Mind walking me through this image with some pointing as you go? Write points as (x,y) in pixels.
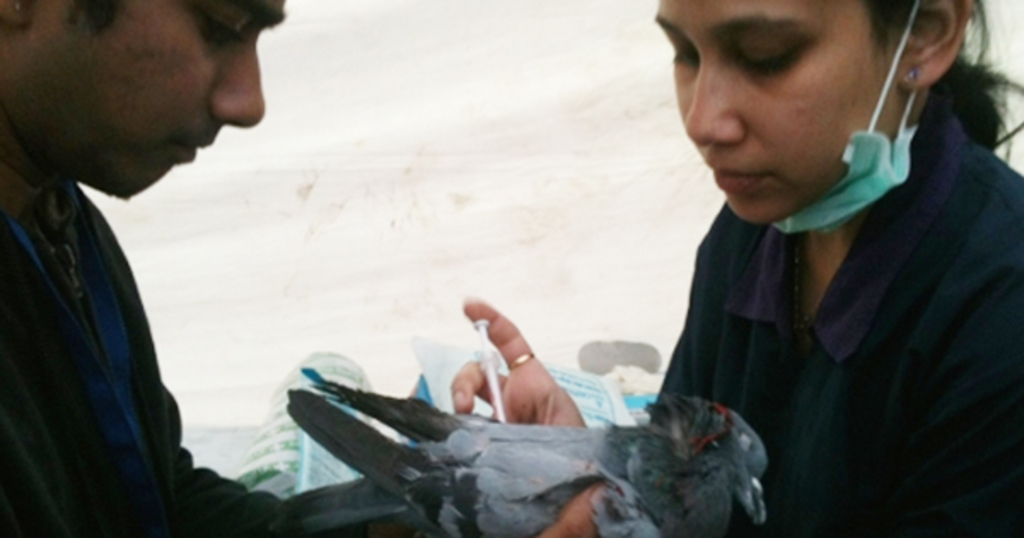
On the left side of the image (177,507) we can see a man (271,517) is holding a pigeon (523,462). On the right side of the image (928,313) we can see a lady (866,315) is injecting a pigeon (588,450) and wearing dress (938,282), mask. In the background of the image (604,206) we can see the wall (552,204) and packets (306,449).
